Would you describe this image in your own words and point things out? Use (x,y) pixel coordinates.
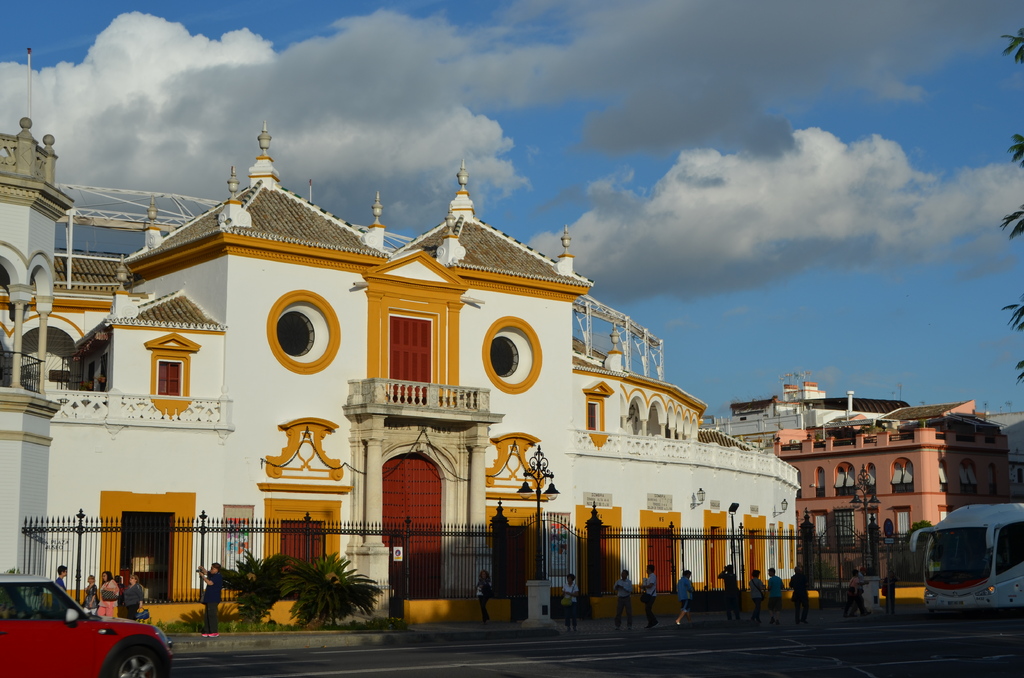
In this image we can see sky (234,77) with clouds (733,108), buildings (526,325), street poles (542,473), street lights (536,538), iron grill (289,560), trees (288,597), plants (268,596), motor vehicles (949,574), electric cables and persons (861,593) on the road (237,655).
